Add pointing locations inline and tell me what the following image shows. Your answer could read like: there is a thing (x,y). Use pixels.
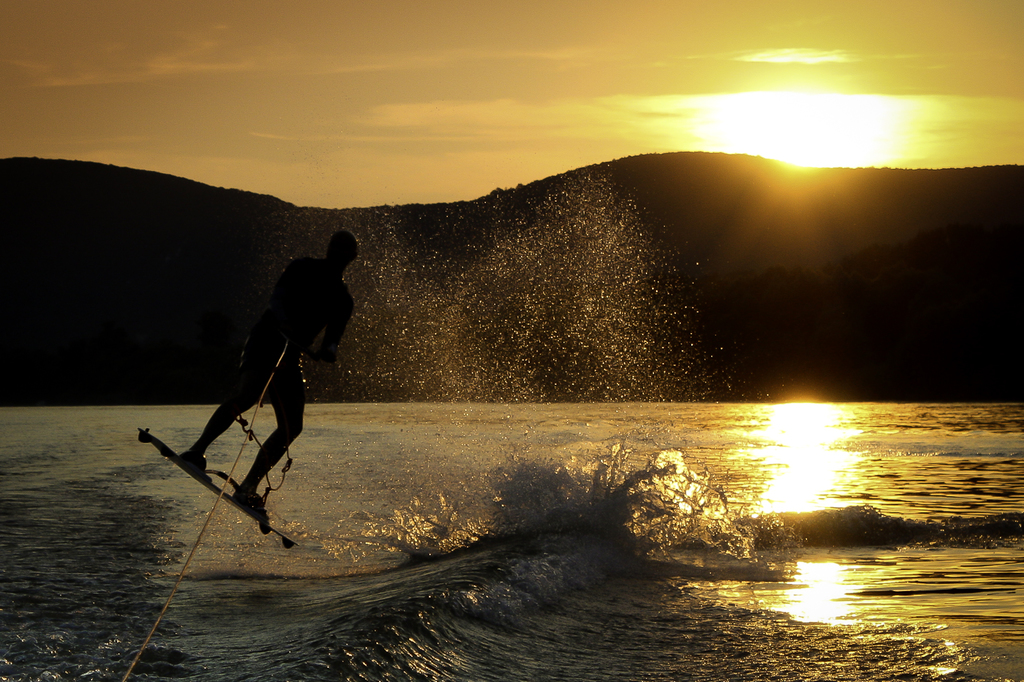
In the foreground of this image (272,359), there is a man (285,365) on a surfing board (263,509) and holding a rope (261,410) and he is in the air. On the bottom (527,589), there is water (643,494). In the background (801,192), there are mountains (822,201), sunset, sky (412,111) and the cloud (404,124).
